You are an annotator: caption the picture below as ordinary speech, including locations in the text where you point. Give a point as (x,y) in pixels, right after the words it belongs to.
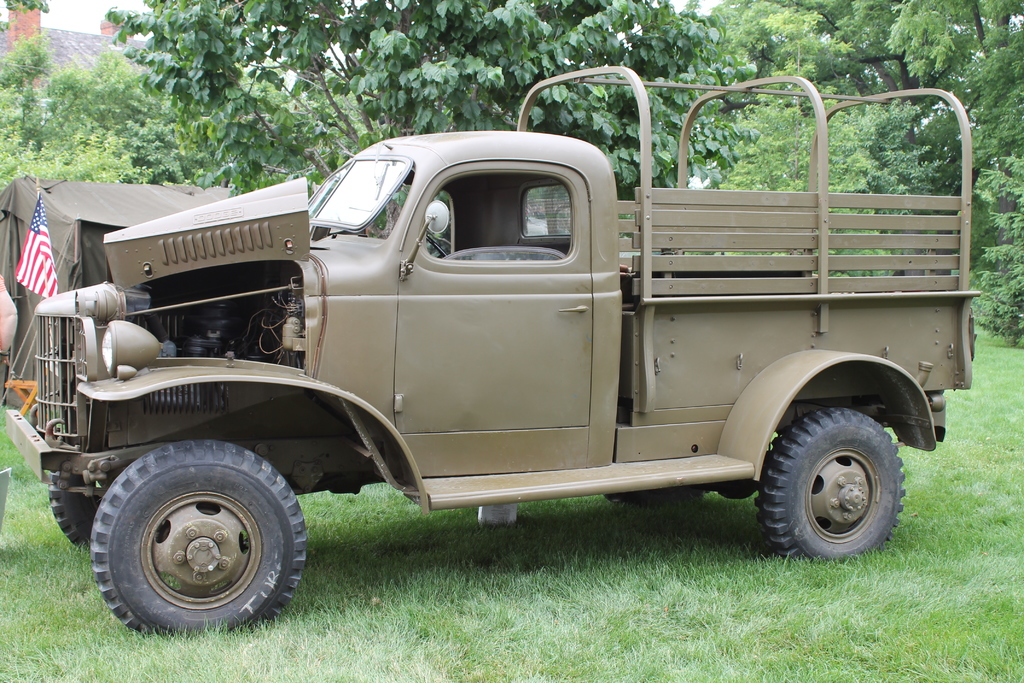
Here we can see a vehicle (467,317) on the grass (6,600). In the background (118,189) there is a tent (17,343), ropes (17,375), flag (39,260), trees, house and sky (134,3). On the left side (9,323) we can see an object (1,496).
